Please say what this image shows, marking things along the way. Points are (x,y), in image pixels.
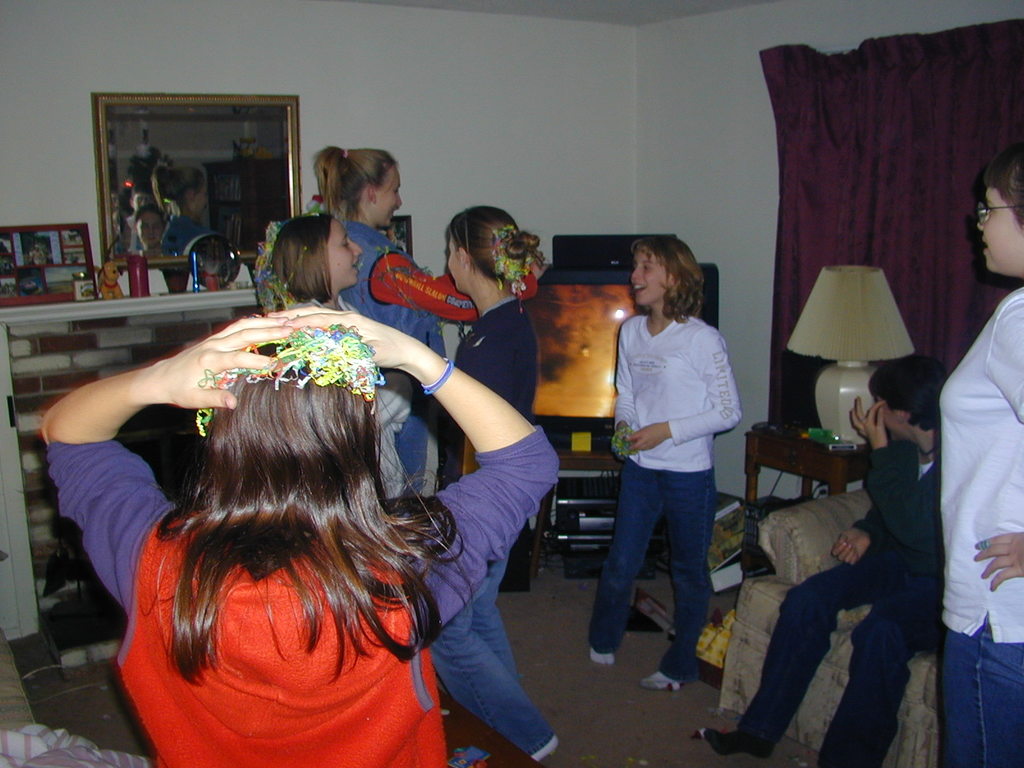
In this picture we can see some people (648,416) where some are standing and some are sitting and besides to them there is table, television (605,326), lamp (884,297) and in background (445,89) we can see curtain (923,69), wall (462,134), frame (120,101).
